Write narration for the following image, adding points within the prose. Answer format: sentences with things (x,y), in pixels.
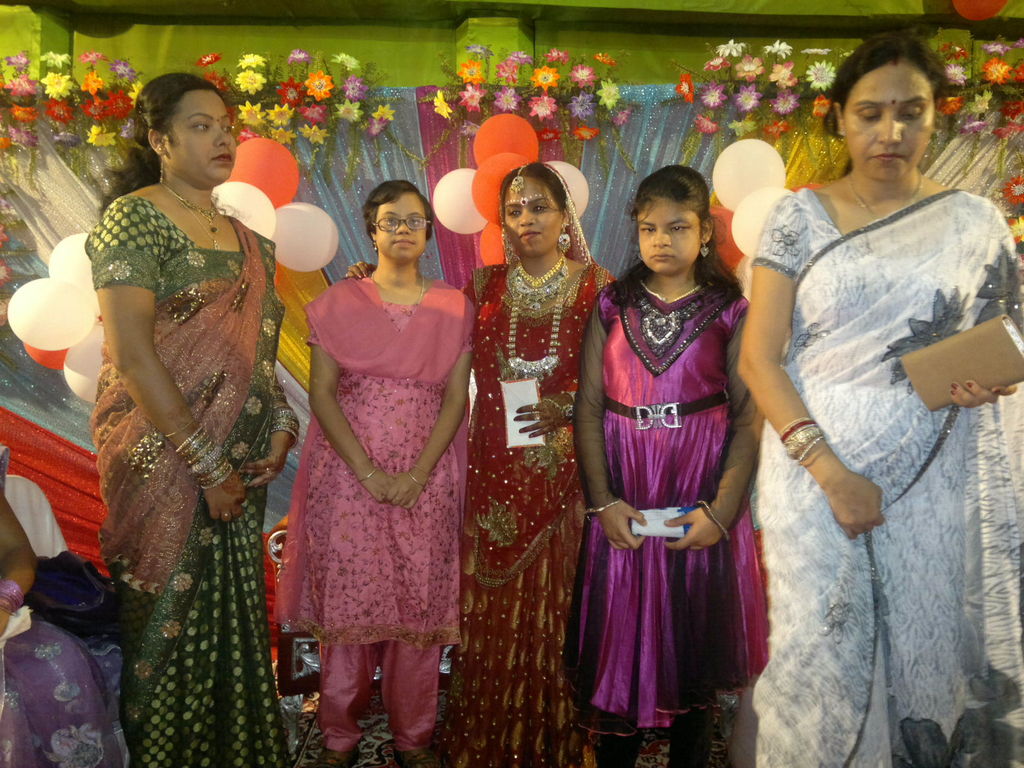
There are people (402,593), among them few people (228,466) standing. In the background (37,430) we can see balloons (510,115), flowers (291,134), colorful curtains (297,365) and wall (595,65).
